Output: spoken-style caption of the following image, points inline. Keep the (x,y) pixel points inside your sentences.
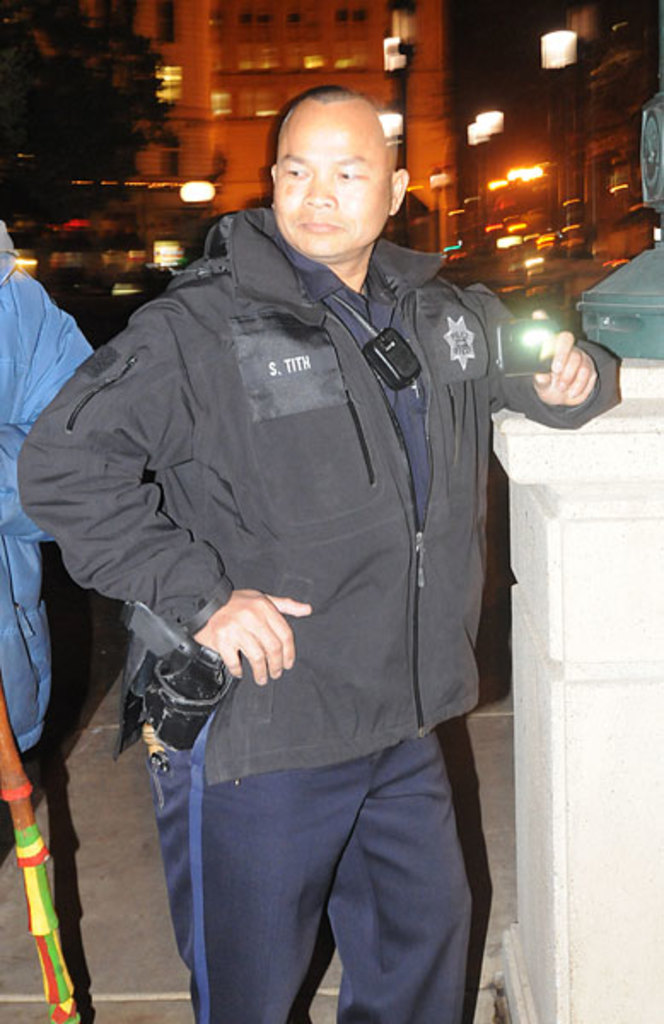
In this picture there is a man (243,280) who is standing in the center of the image (357,483), it seems to be he is holding a phone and there is another person (9,310) on the left side of the image (5,267), there are lamp poles (398,72), buildings (270,11), and trees (156,100) in the background area of the image (40,14).
